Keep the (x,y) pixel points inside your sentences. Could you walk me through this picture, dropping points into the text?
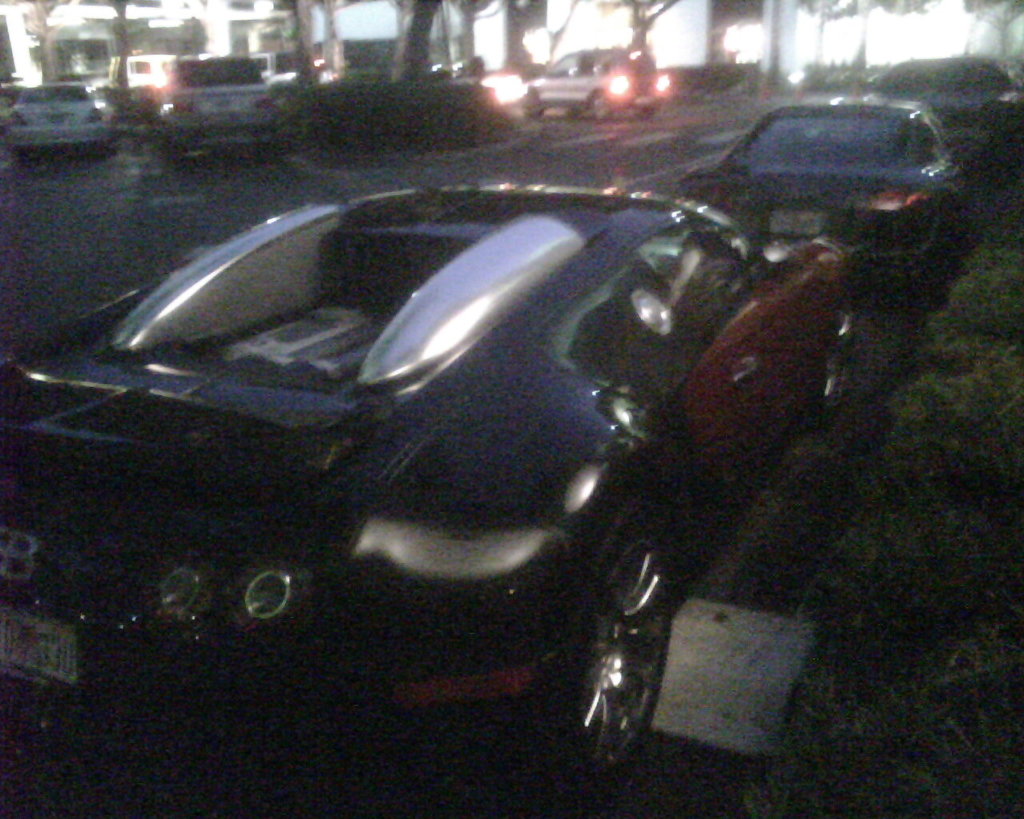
In this image we can see cars (536,233) on the road (303,187).
